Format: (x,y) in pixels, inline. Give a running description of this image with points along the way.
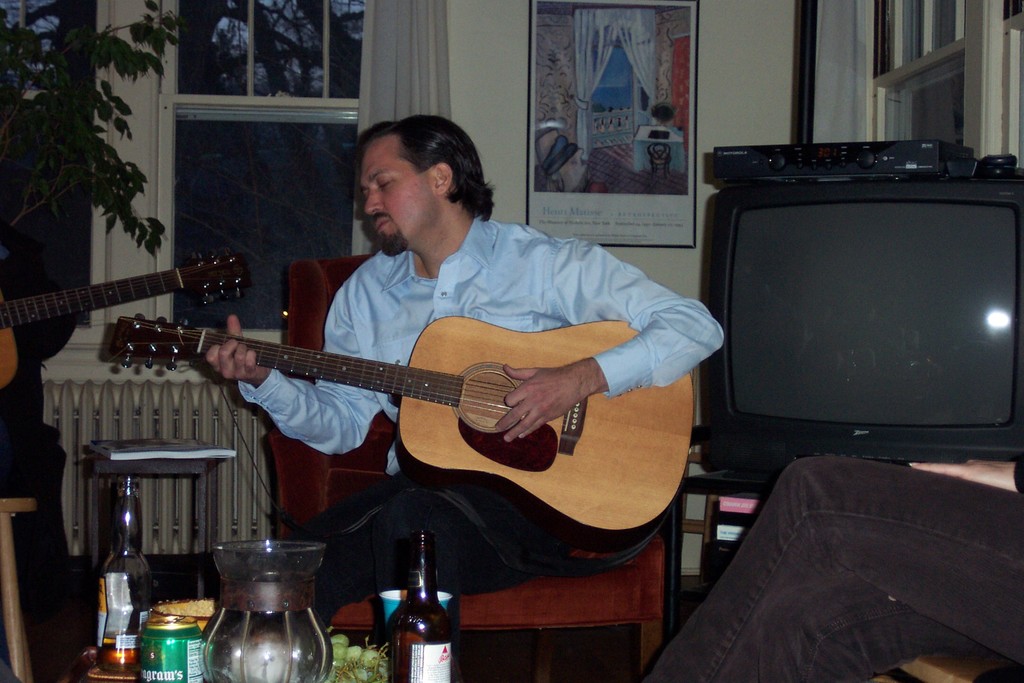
This is a picture of a man (444,307) in blue shirt (444,307) holding a guitar (537,430) and sitting on a chair (564,589) on the right side of the man (521,311) there is a television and left side of the man (537,327) there is a person (13,394) holding a guitar (10,361). Background of the man (424,271) is a glass window (271,168), wall (457,95) and photo frame (612,130).
